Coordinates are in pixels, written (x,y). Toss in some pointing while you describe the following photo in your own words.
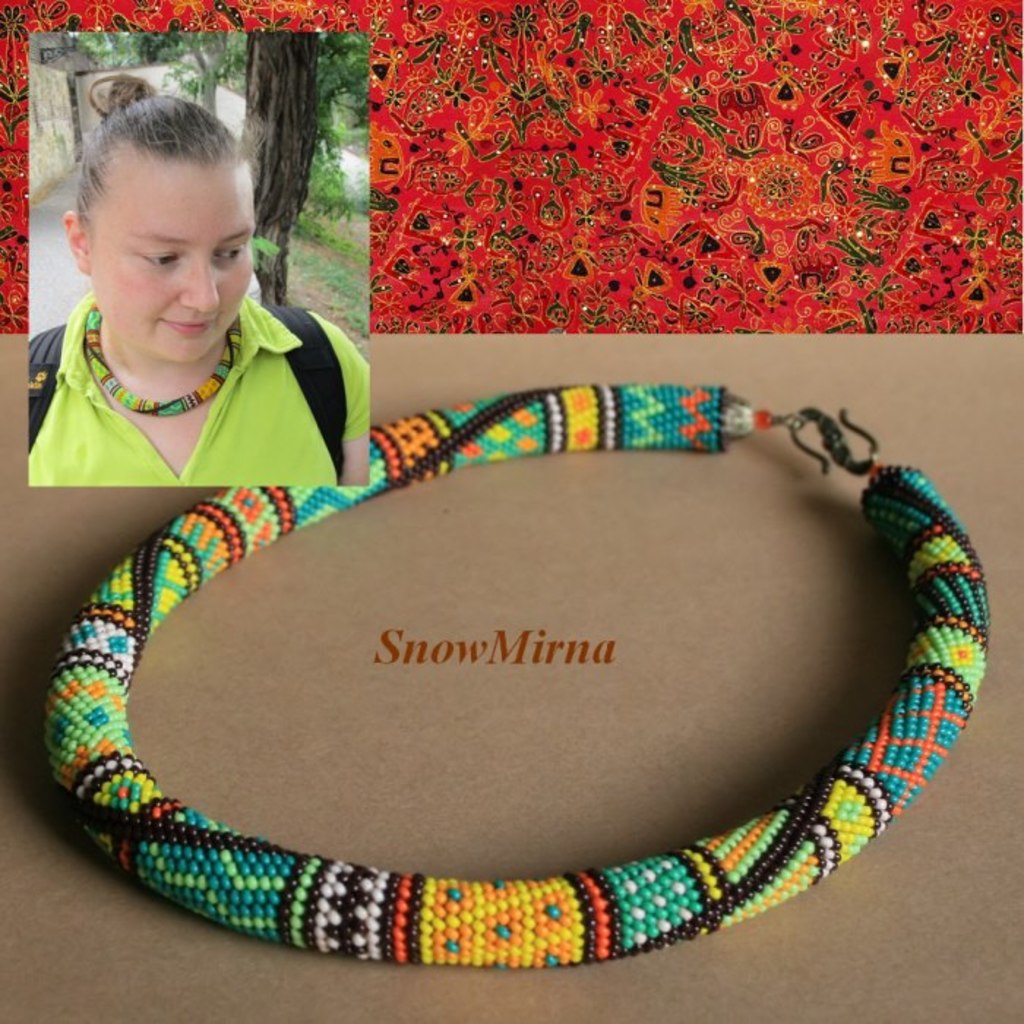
In this image I can see a necklace (884,524) with colorful beads (873,509) displayed on a table (648,618) with some text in the center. In the top left corner (99,299), I can see a woman (69,411) wearing this necklace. At the top of the image (620,132) I can see design sticker (640,163).
